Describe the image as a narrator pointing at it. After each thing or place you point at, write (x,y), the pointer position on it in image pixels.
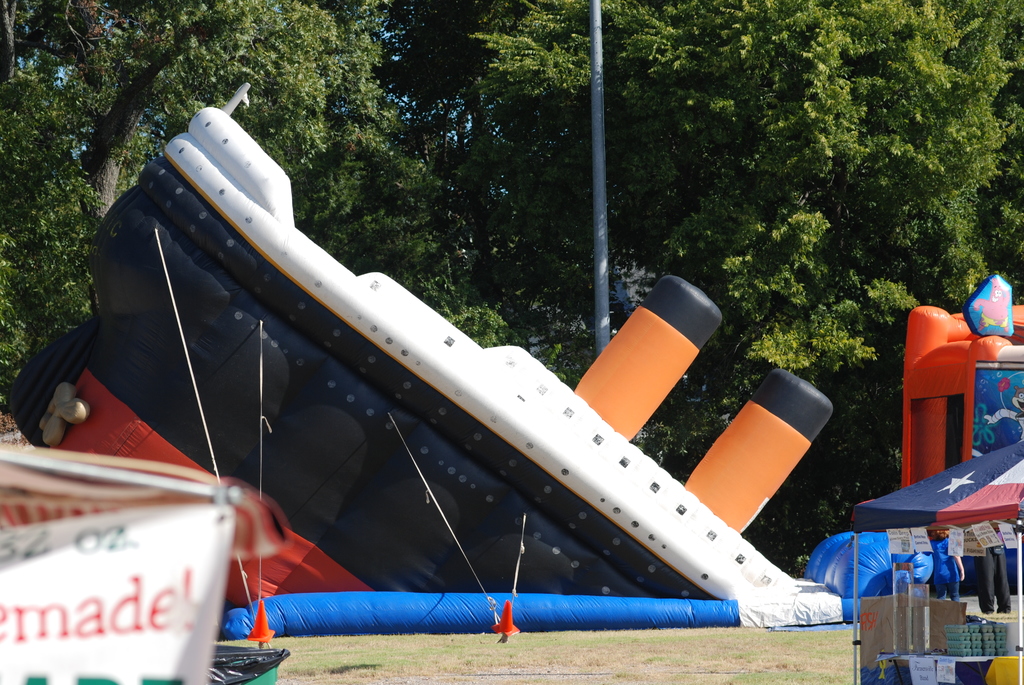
In this picture there inflatable objects (524,369) in the image and there are trees (542,27) at the top side of the image (542,27).
